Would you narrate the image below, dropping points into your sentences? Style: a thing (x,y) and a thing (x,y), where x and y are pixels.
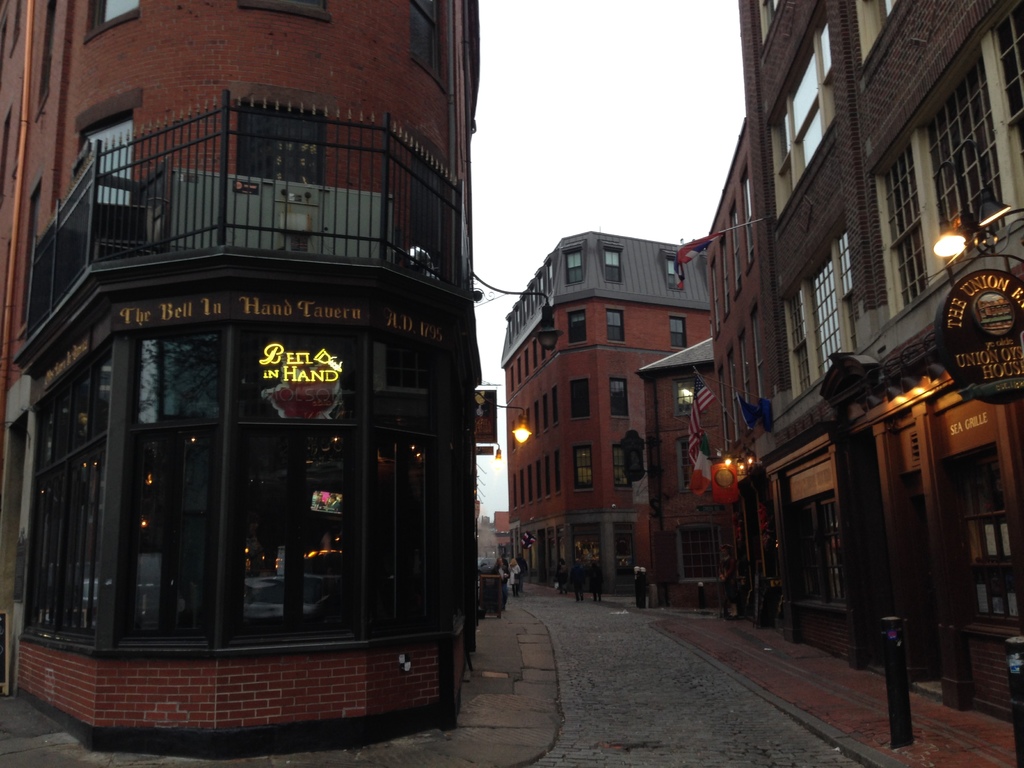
There is a road (644,673). On the sides of the road (733,633) there are sidewalks (673,637) and buildings (648,374) with windows (432,239), glass walls (165,516), railings (249,182). Also there are name boards (995,331) and flags (709,394). In the background (581,102) there is sky (580,88).
